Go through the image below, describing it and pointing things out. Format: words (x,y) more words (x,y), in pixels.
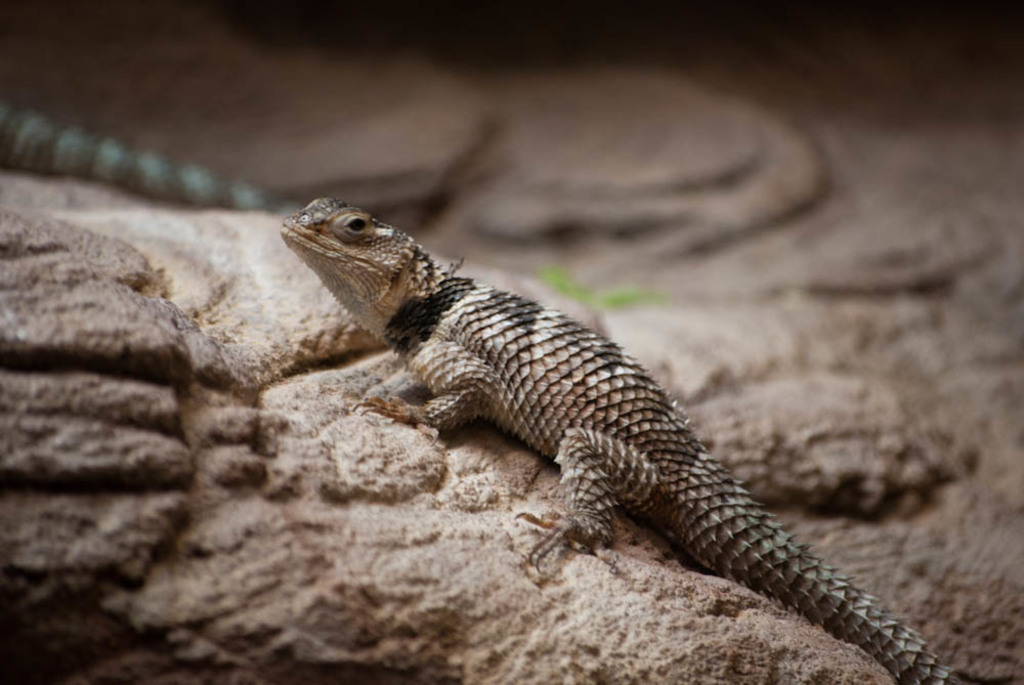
In this image there is a lizard (422,353) on the stone (224,494).
